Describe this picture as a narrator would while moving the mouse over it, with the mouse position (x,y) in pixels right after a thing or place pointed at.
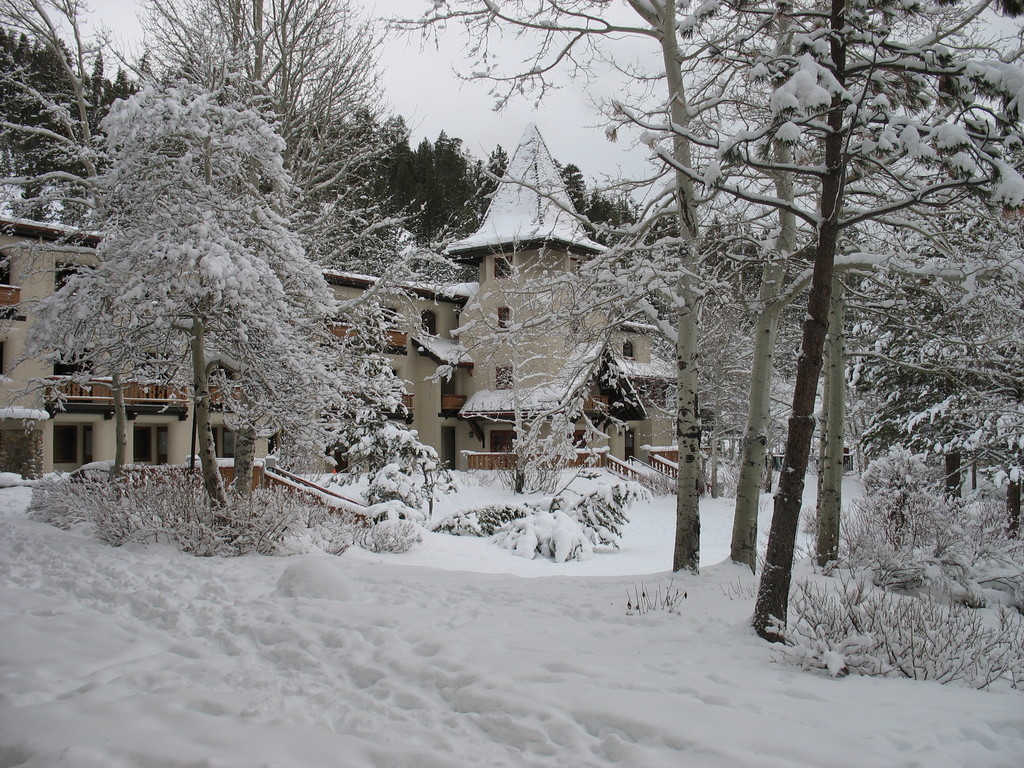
On the left side (80,457), there are trees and a building (467,393), on which there is snow (223,519). On the right side (826,666), there are trees (864,360) and plants (916,613), on which there is snow (902,90). In the background (604,165), there are trees (344,7) and there are clouds (577,156) in the sky (604,165).
